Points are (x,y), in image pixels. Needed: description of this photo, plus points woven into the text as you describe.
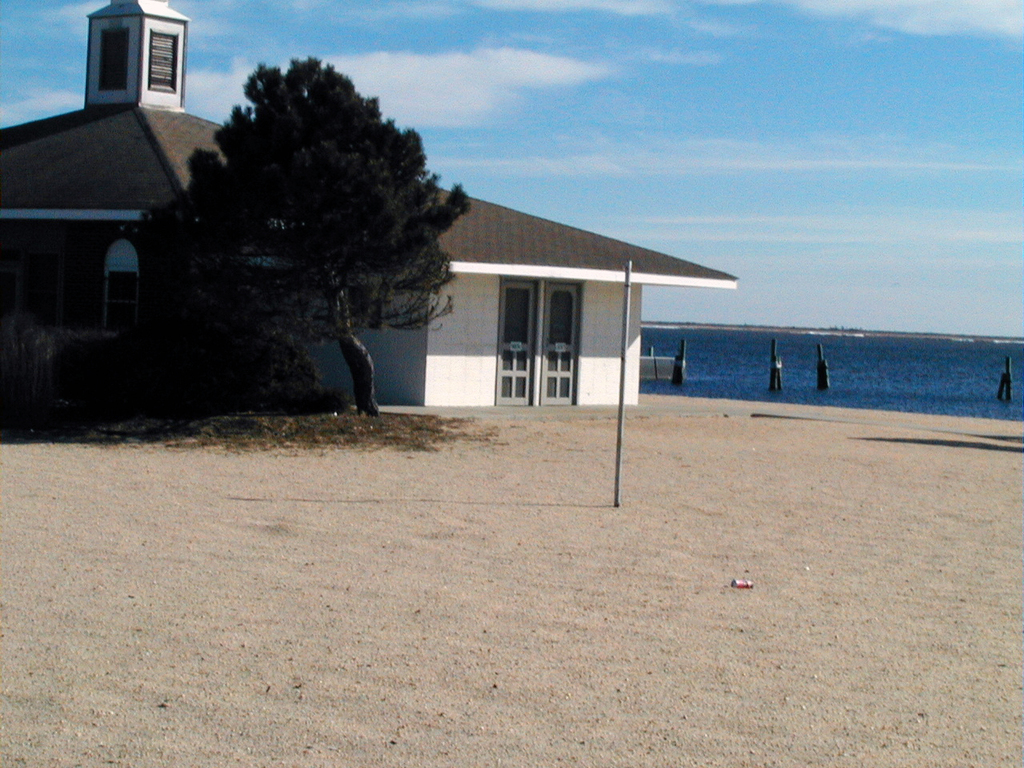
In the center of the image (600,257) there is a shed (333,367) and a tree (324,316). On the right (859,352) there is water (809,362). In the background (562,114) there is sky (534,100).
